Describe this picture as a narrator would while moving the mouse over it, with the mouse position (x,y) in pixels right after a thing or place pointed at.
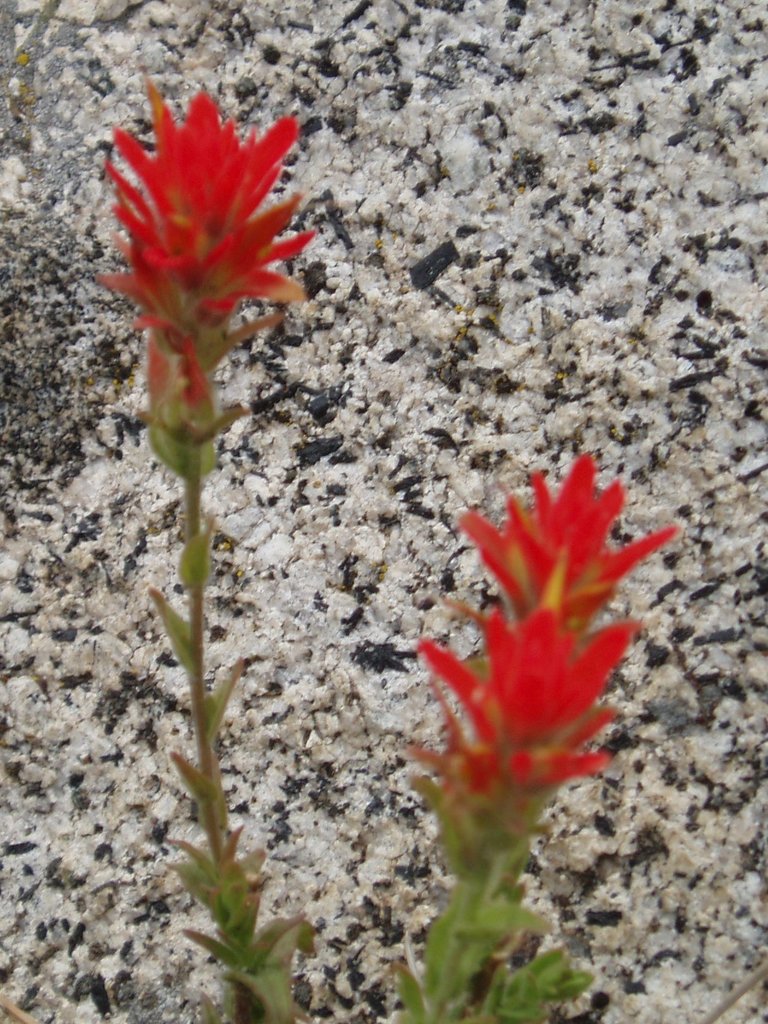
In this image, I can see a plant (454,975) with red color flowers (591,617). This looks like a rock (535,306).
